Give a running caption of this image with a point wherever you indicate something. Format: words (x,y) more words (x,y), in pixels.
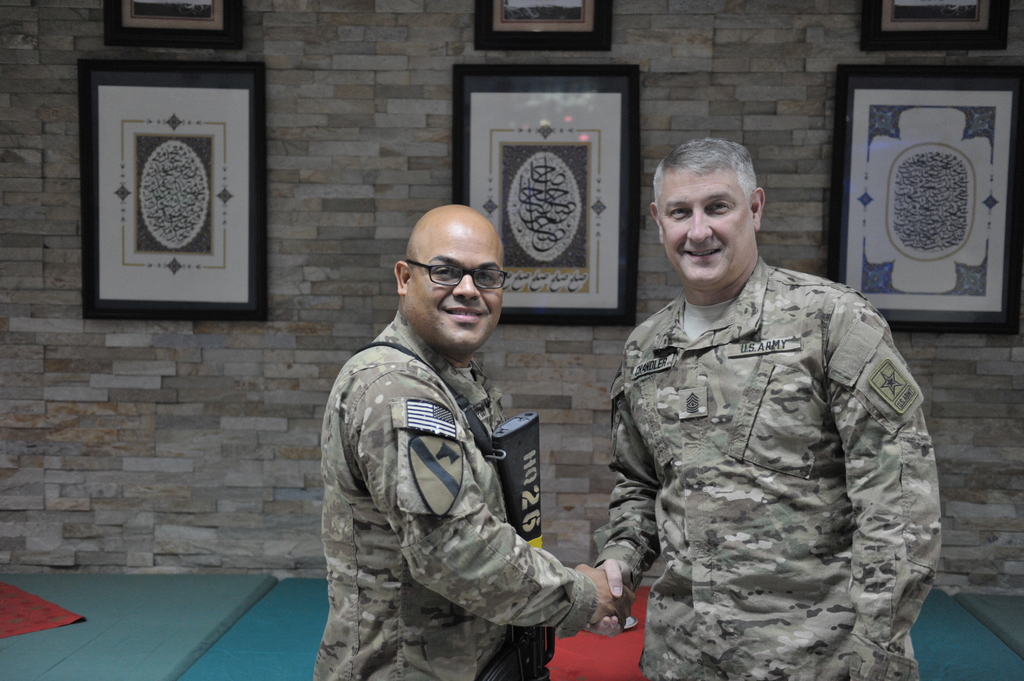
In this picture, we see two men (688,544) are standing. Both of them are shaking their hands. The man (465,351) on the left side (321,524) is wearing the spectacles (479,286). Both of them are smiling and they are posing for the photo. Behind them, we see a red carpet (575,653). In the background (593,417), we see a wall (250,378) on which photo frames (544,163) are placed.
